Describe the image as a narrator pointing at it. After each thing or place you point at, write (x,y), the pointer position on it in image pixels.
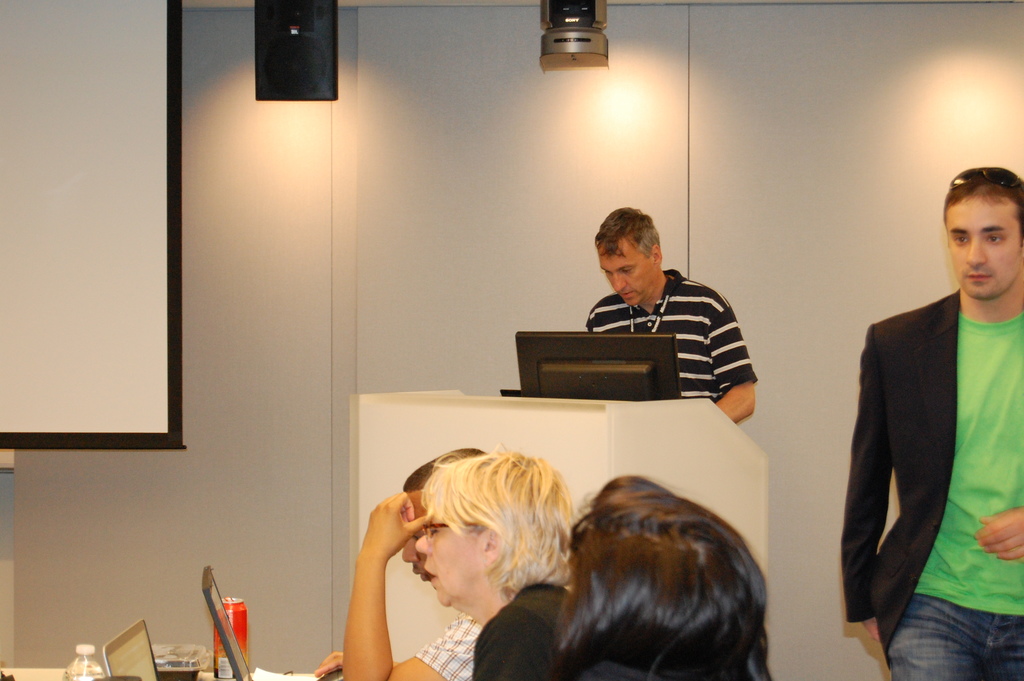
In this picture we can see man (690,392) standing. We can see a monitor (650,374) and a podium (720,419). In the background (867,295) we can see the wall (849,312), objects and a projector board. At the bottom portion of the picture (712,563) we can see people (535,554) and a person's head (619,622). We can see laptops (135,662), soft drink tin (218,665), a bottle (77,664) and objects (173,652).
